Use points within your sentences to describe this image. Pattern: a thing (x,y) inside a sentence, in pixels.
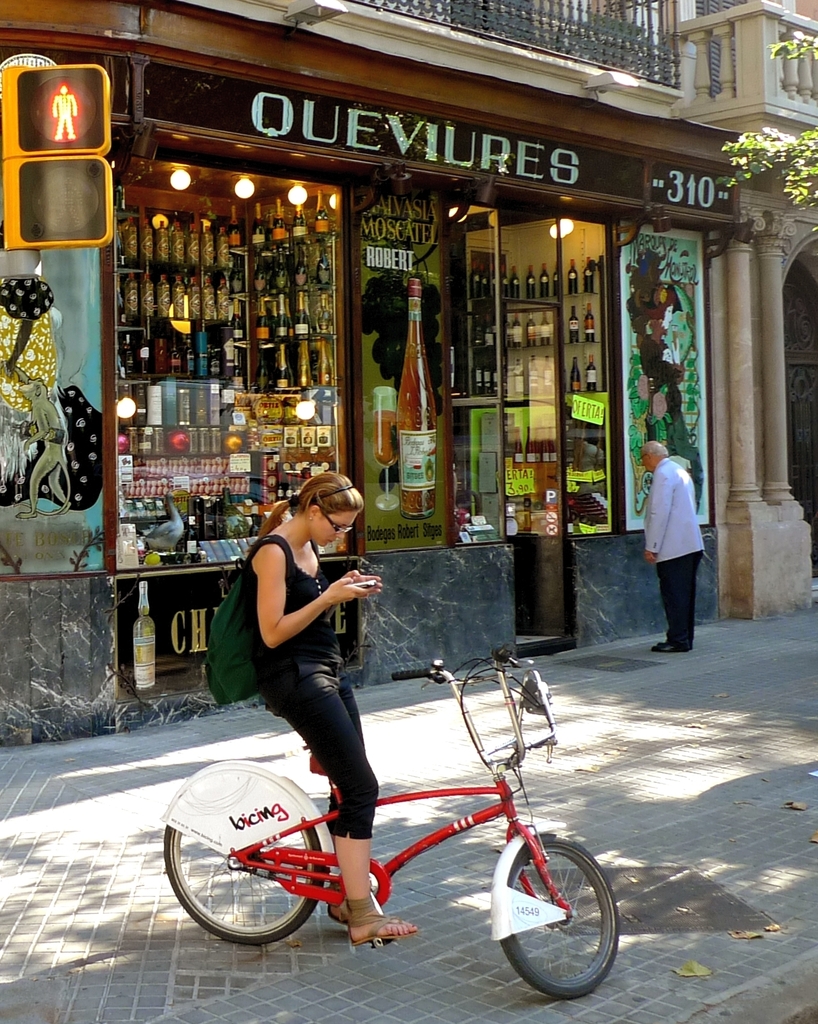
This is completely an outdoor picture. This is a store (388,340). At the left side of the picture (37,142) we can see a traffic signal (44,155). One man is standing near to the store (609,555). Here we can see a women (273,531) sitting on a bicycle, wearing a backpack (254,601) and looking towards a mobile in her hands (347,589). This is a tree (794,190).
